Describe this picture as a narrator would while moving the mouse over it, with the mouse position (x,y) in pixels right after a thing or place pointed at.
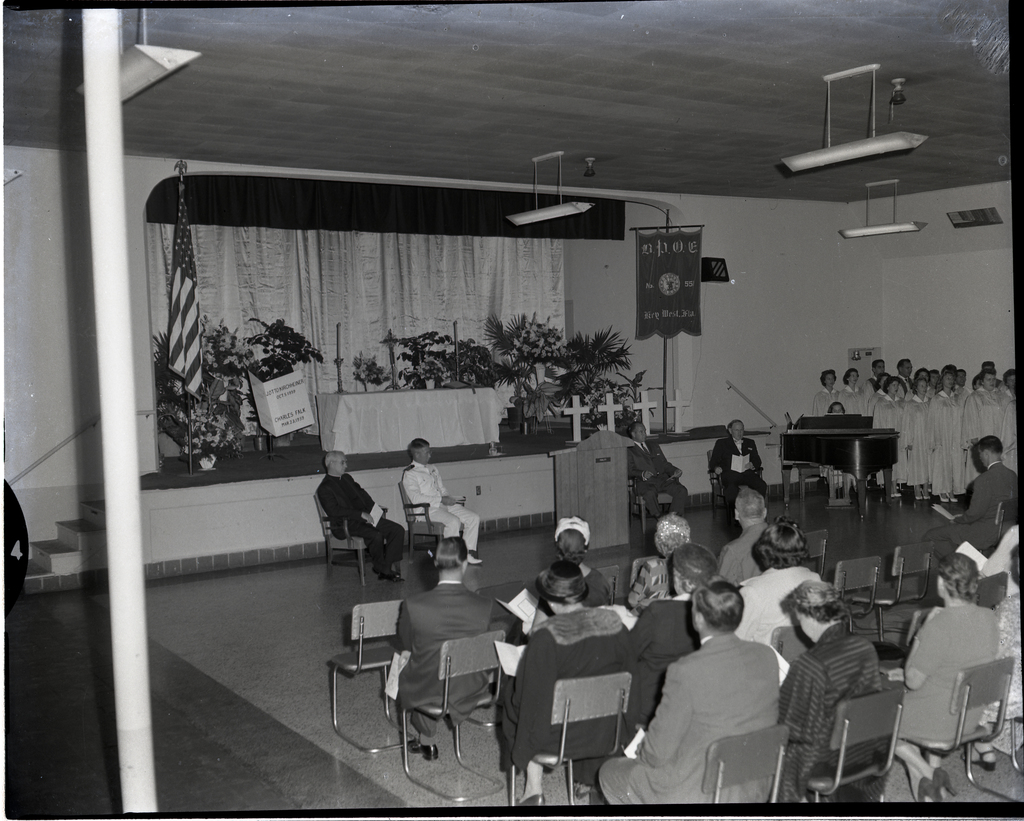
In this image people (638,663) are sitting on chairs (431,530), they are holding papers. Here few people (982,414) are standing. There is a piano (795,455) over here. In the background (468,410) there are flag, curtains (466,280), plants (530,375), table (455,411). On the roof (561,64) lights (832,80) are attached.
